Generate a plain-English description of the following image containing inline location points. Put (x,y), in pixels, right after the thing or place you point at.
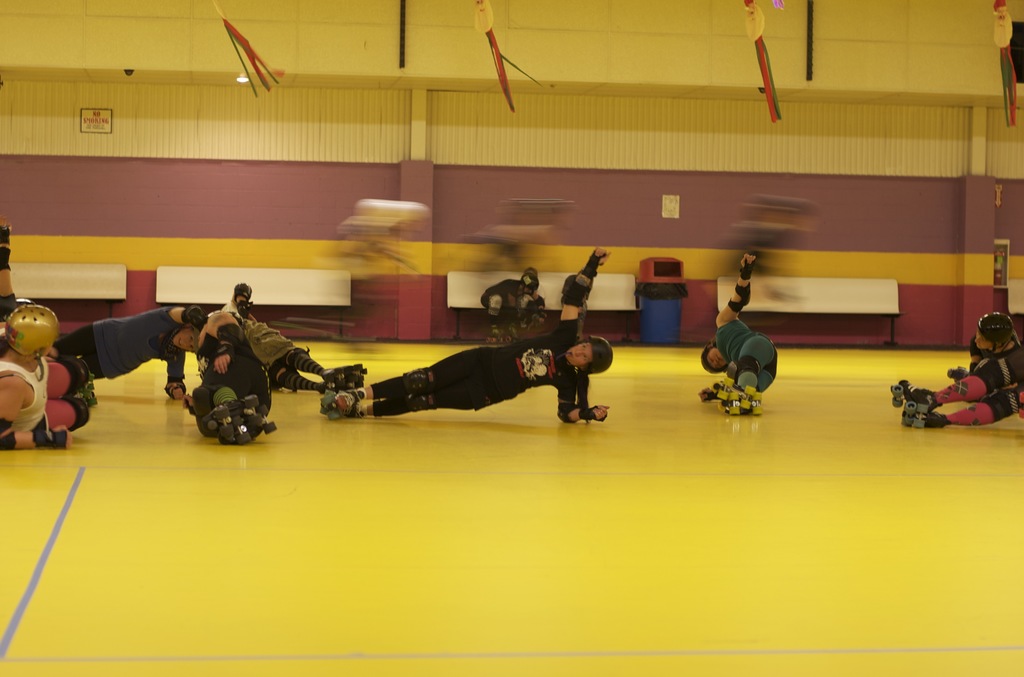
There are many people (497,353) wearing helmets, elbow pads (576,303), knee pads (423,404) and skating shoes (354,400). In the back (303,142) there is a wall (330,126). Near to that there is a bin (654,293).
